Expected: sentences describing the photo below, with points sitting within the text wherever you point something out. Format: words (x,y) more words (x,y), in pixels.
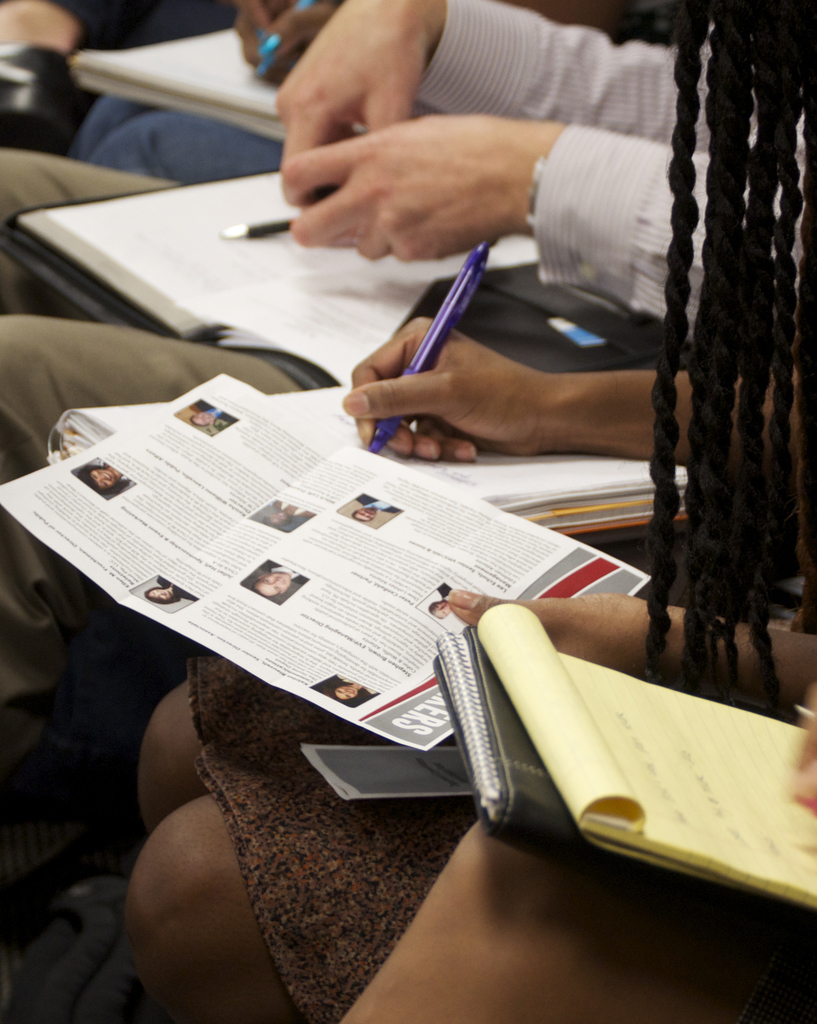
In this image, on the right (625,601) there are people (675,427), they are sitting, they are holding books (218,110), pens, posters (292,548).
